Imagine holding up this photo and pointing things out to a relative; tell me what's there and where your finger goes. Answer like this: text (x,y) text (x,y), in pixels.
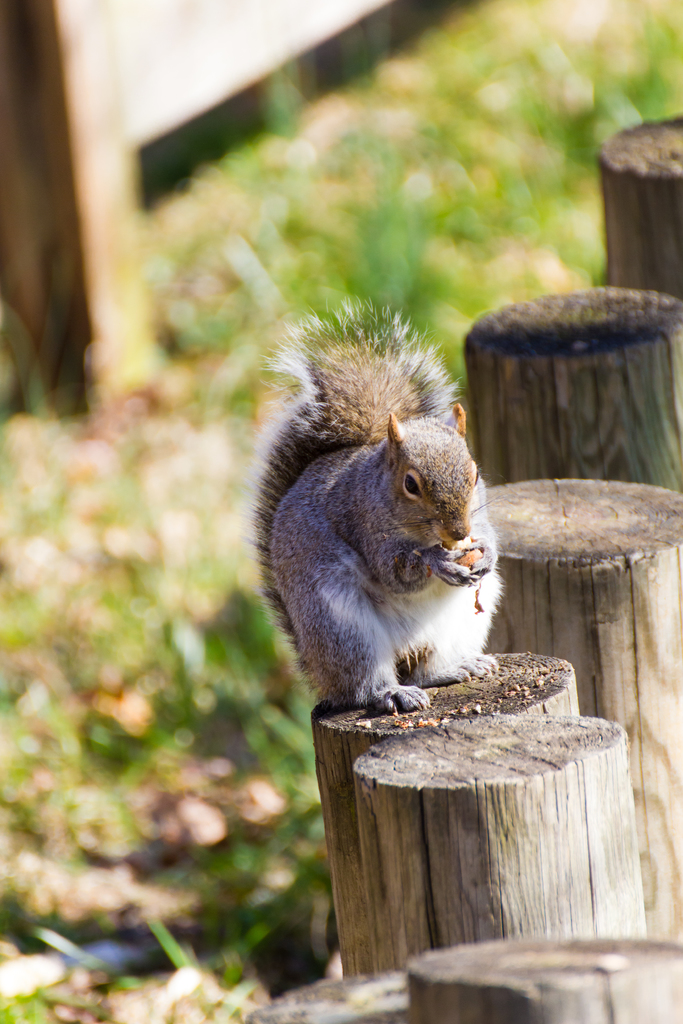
This image consists of a squirrel (367,612) is sitting on a wooden stick (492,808). At the bottom (76,699), there is green grass (108,631). In the background (273,20), there is a fencing (142,88).
